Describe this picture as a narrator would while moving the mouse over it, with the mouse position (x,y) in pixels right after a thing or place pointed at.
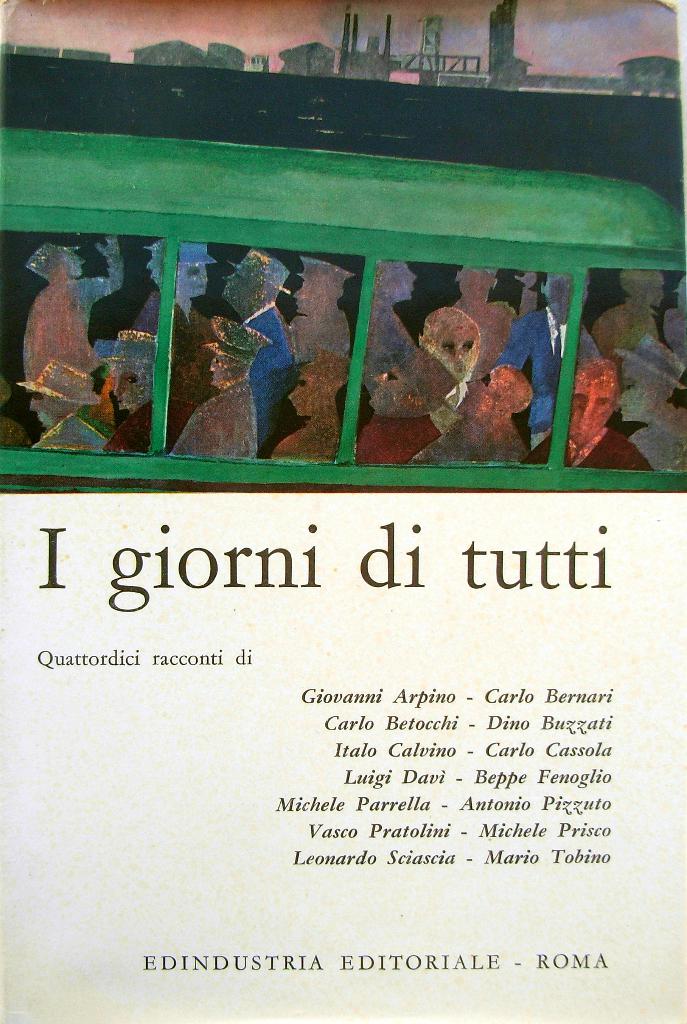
In this image we can see group of people (320,367) and some text (359,785) on it.
